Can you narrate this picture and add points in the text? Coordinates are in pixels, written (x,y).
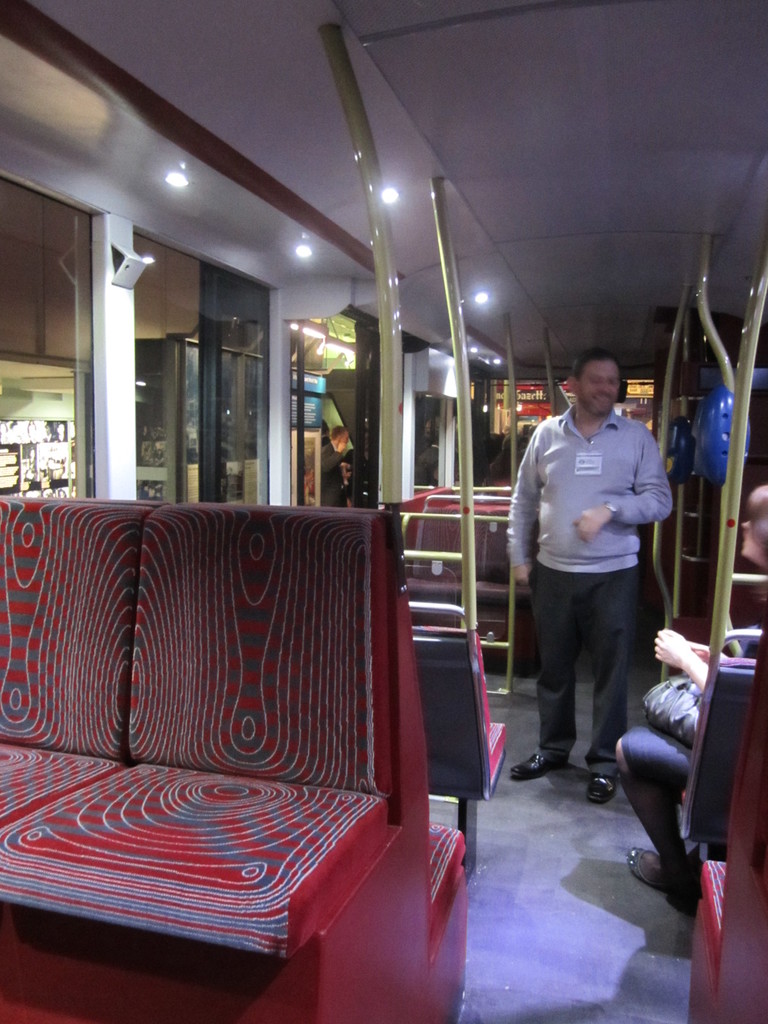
In this image i can see a interior of a vehicle (399,563). A person (545,763) is standing in the vehicle (637,338) and a woman (674,761) is sitting.
